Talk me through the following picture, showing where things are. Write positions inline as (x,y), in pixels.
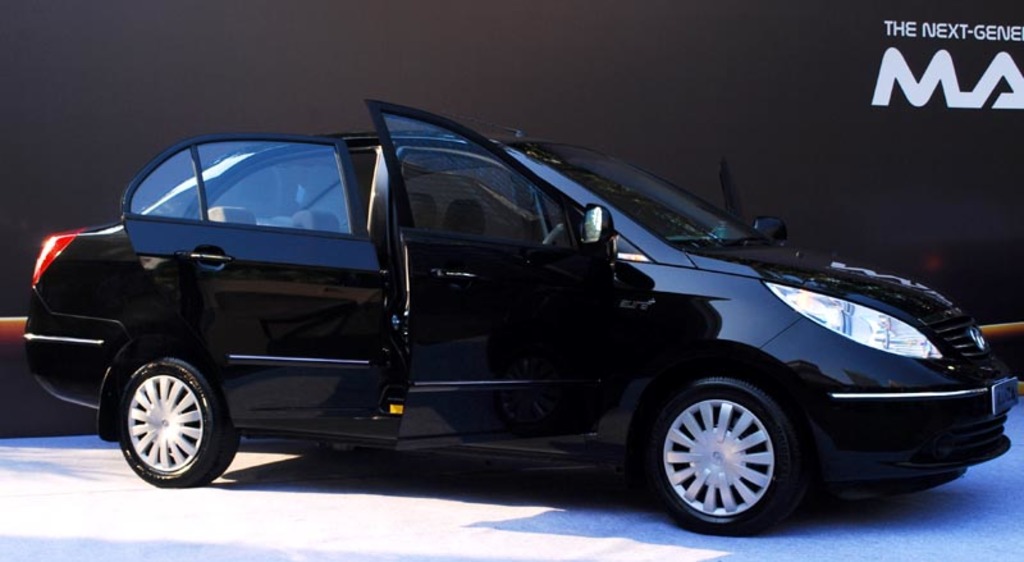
In the center of the image (426,248) we can see a car (470,355) which is in black color. On the right (931,88) there is a text (956,37).
